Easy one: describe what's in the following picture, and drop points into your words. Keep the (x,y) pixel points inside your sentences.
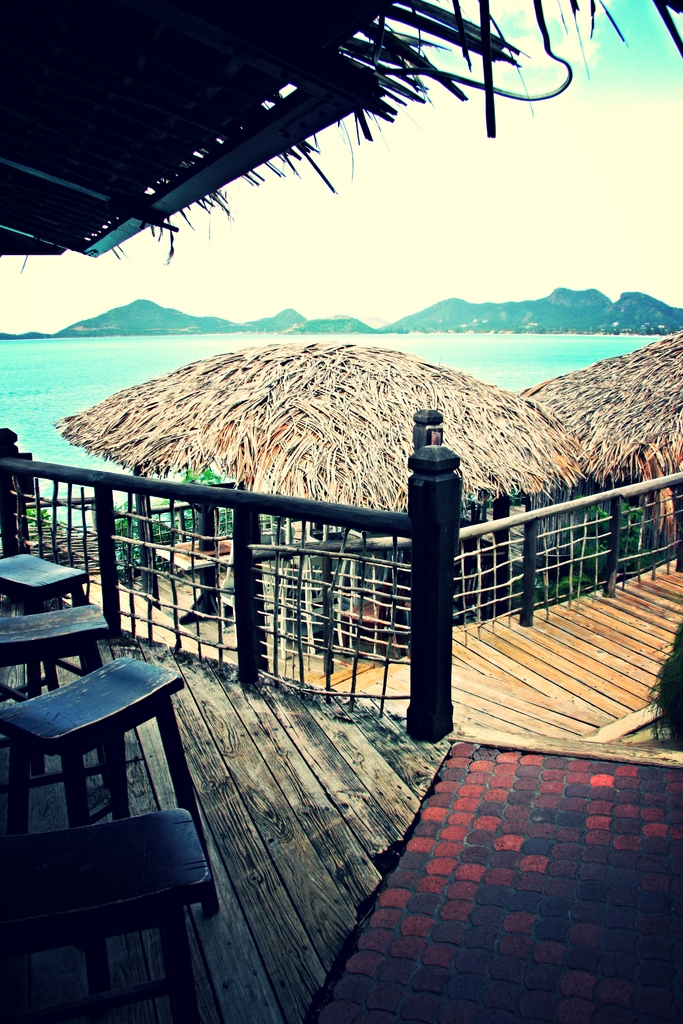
In this image we can see the mountains (476,322), one lake (66,347), some stools (74,921) are on the house (38,992), some tables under the huts (666,513), two huts (666,513) with some plants (45,517), one bridge (593,716), one fence (52,523) and at the top (25,299) there is the sky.
